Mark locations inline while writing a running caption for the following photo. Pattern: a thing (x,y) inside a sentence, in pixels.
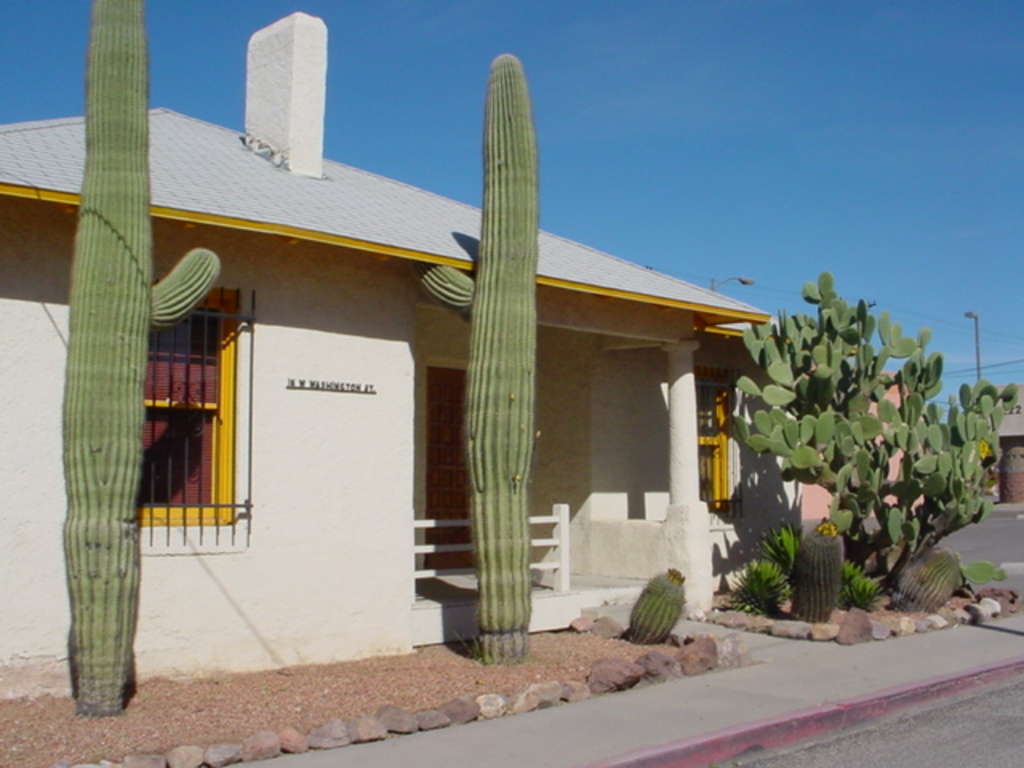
In this image I can see the house (255,389) with windows (224,474). In-front of the house (547,474) there are plants (635,608) and the stones (711,663). In the background (941,348) I can see the pole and the blue sky (796,250).
